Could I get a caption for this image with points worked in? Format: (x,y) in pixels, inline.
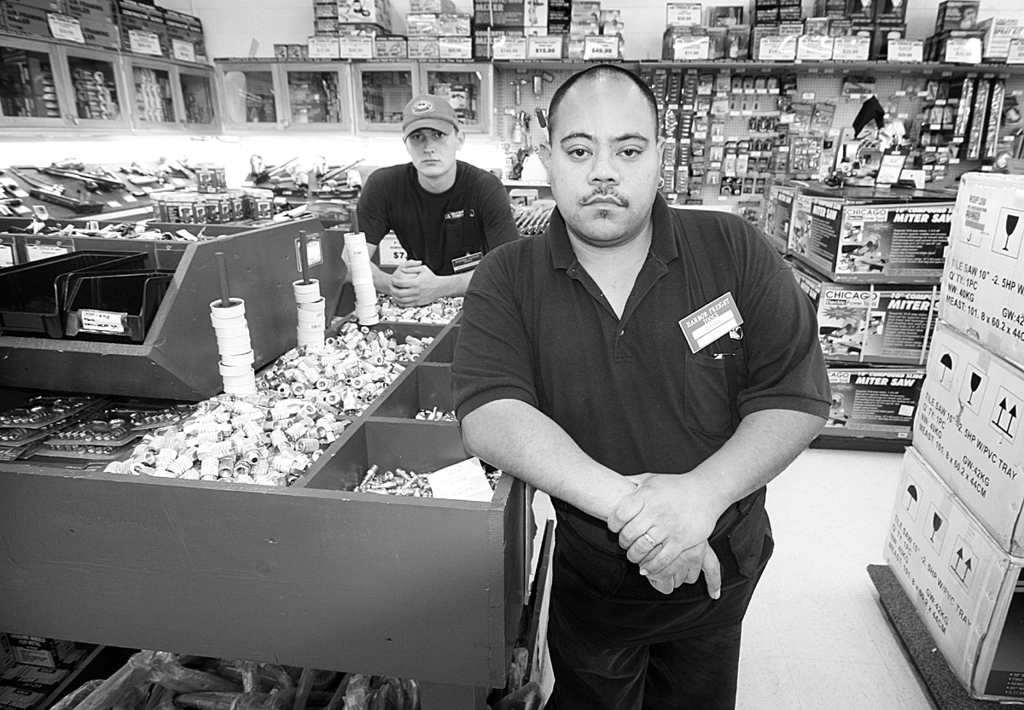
This is a black and white image. I can see two men (489,259) standing. This picture was taken in a shop (481,602). There are objects (264,431), which are kept in the racks (1021,82) and cupboards (175,128). On the right side of the image (987,437), these are the cardboard boxes (949,317), which are placed on the floor (834,614).
